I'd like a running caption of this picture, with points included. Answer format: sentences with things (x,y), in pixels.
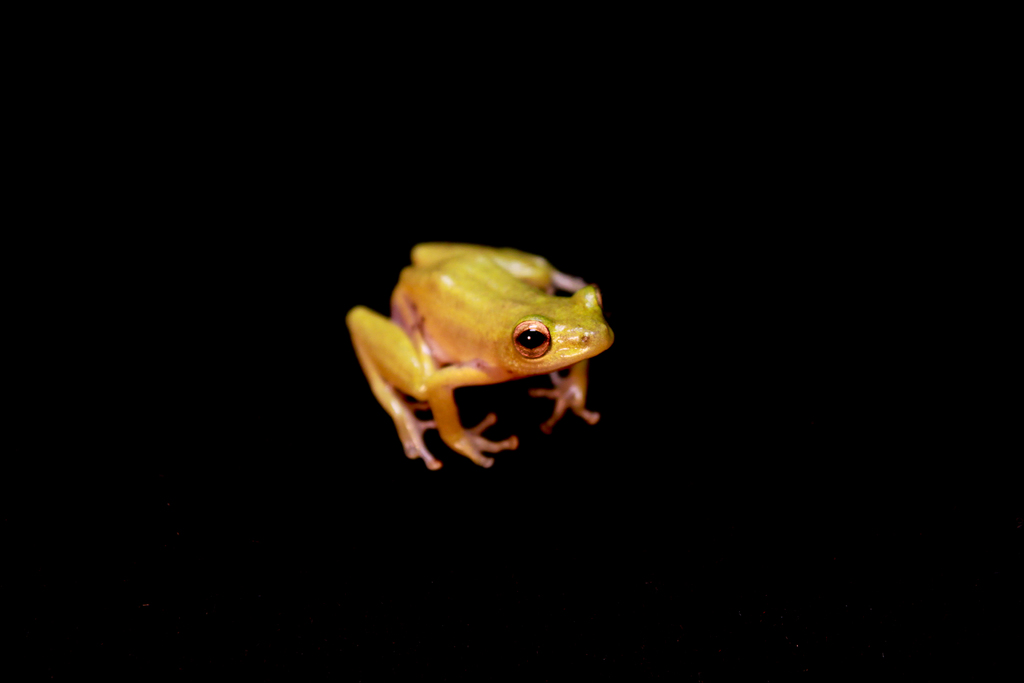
In this image, we can see a frog (481,336). In the background (296,380), we can see dark.
